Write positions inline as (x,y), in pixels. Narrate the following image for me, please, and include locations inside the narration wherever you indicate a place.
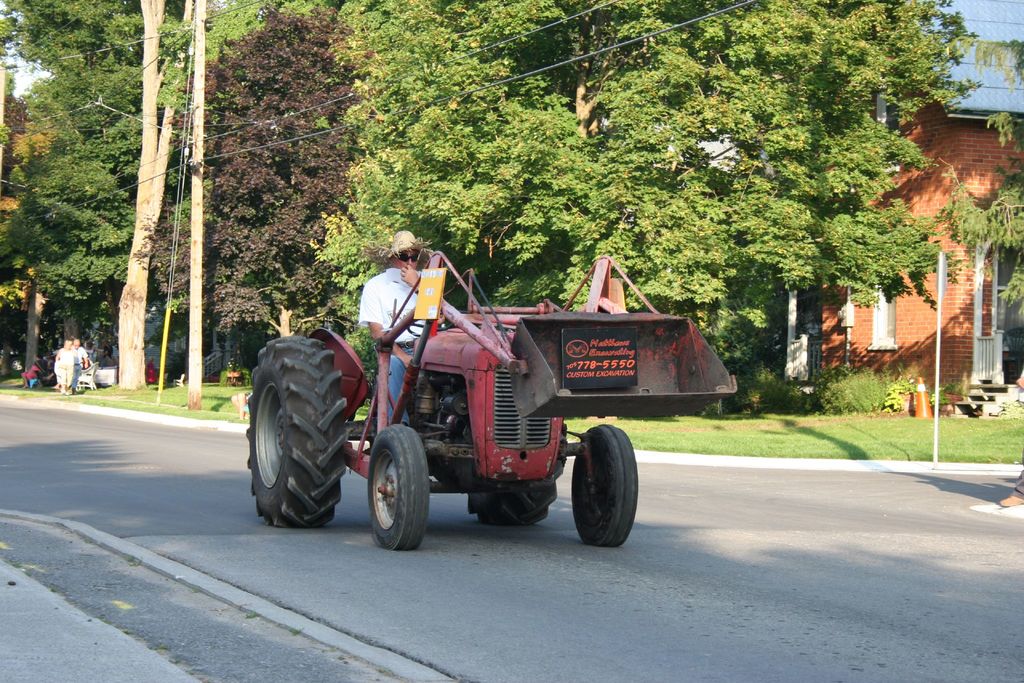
In this picture we can see a person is driving a tractor (423,326), in the background (389,205) there are some trees (440,107) and a house (938,142), on the left side (194,338) there is a pole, two persons (81,360) and grass (168,394), on the right side (928,419) we can see a plant (866,401) and traffic cone (922,393).
